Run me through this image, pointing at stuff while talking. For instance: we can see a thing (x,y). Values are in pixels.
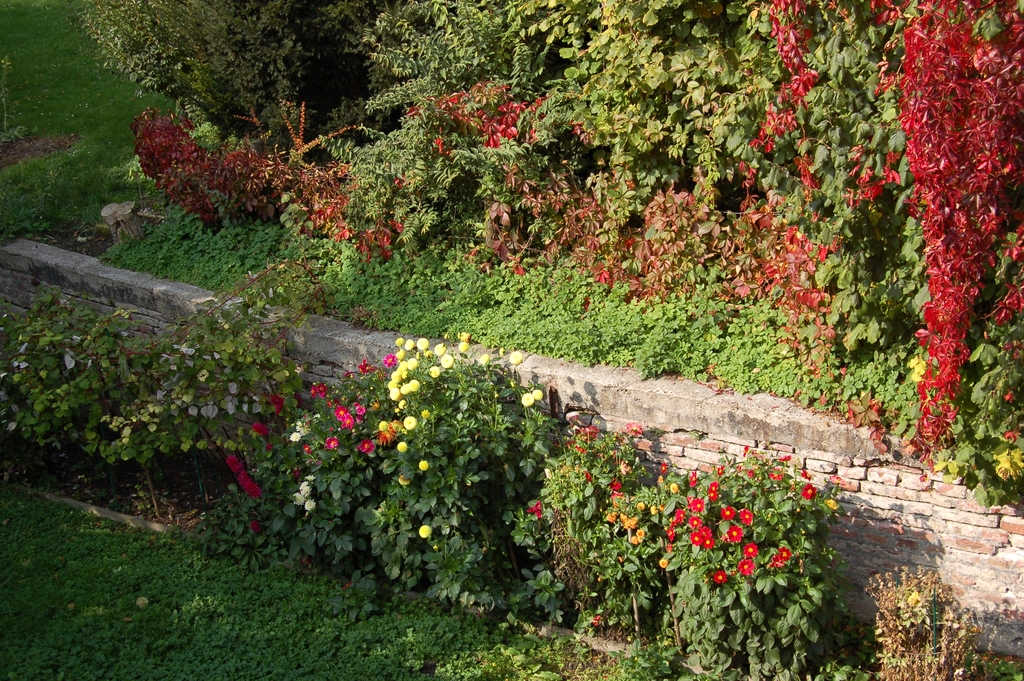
In this picture we can see plants (296,387) with flowers (390,426). Behind the plants (200,360) there is a wall (162,317), trees (493,148) and grass (172,100).
